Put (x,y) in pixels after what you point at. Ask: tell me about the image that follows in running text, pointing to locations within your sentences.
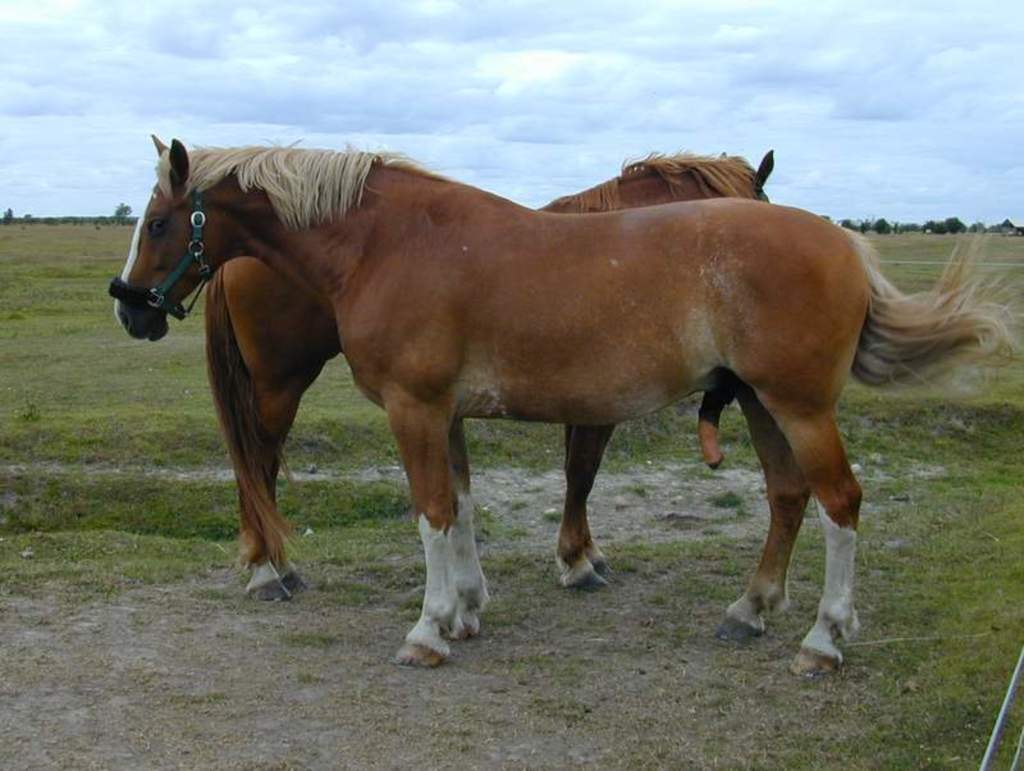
In this image in front (480,253) there are two horses (526,346). At the bottom of the image (135,515) there is grass (76,439) on the surface (97,427). In the background of the image (957,220) there are trees (945,224) and sky (734,64).
